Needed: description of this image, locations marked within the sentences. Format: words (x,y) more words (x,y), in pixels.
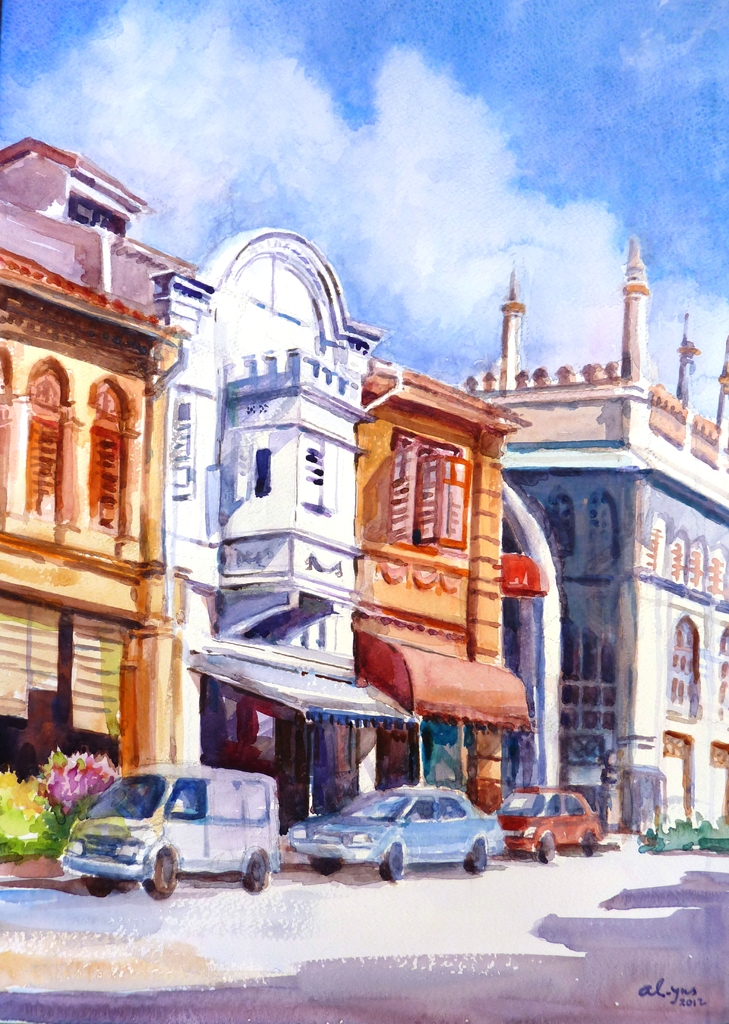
This image is a painting. In this image there are buildings (333,788) and we can see cars (138,860). There are bushes (94,777). In the background (299,154) we can see the sky (397,151).
